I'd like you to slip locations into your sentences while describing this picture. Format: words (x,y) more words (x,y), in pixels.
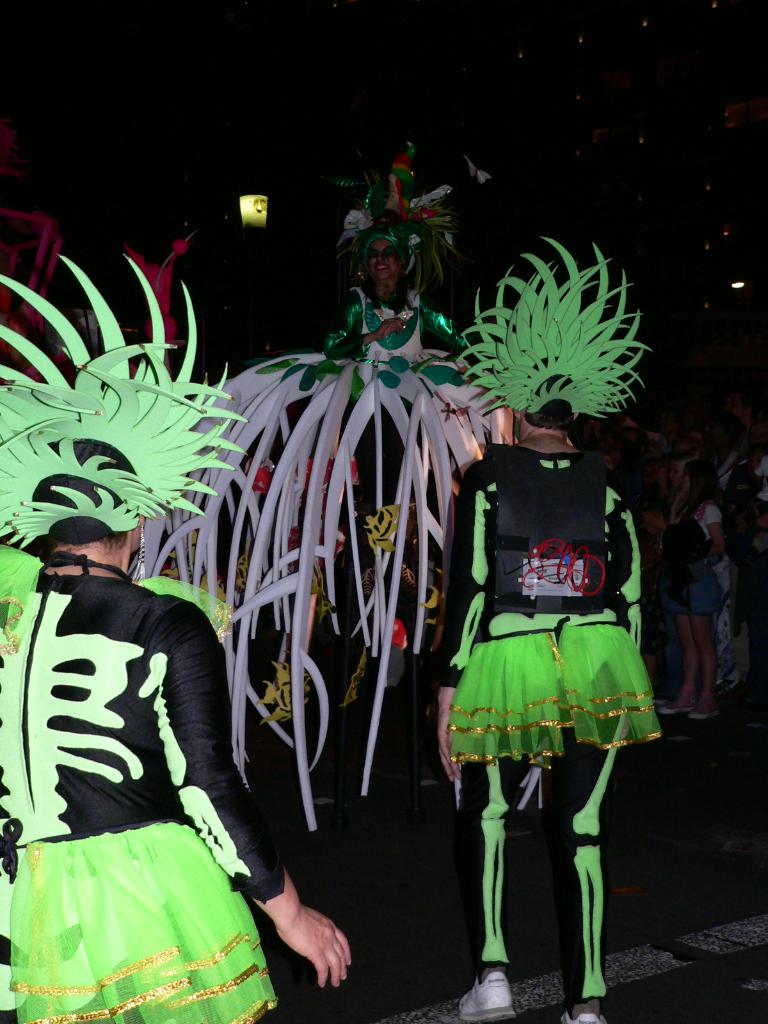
As we can see in the image there are few people (281,534) here and there wearing green and black color dresses (456,626). The image is little dark.
